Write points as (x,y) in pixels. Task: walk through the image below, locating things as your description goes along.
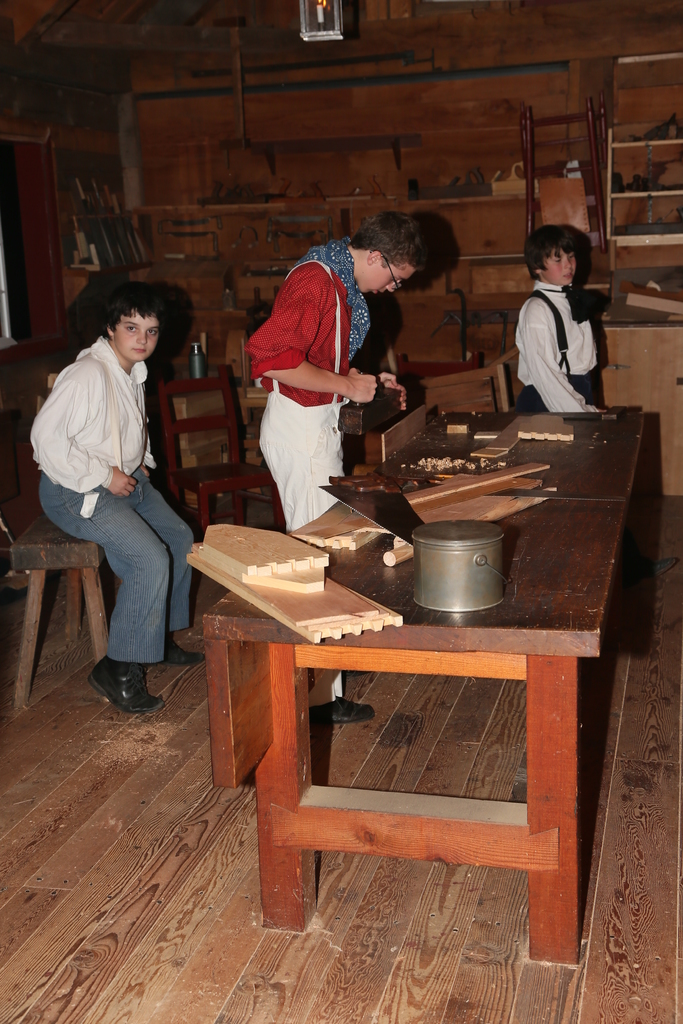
In this image i can see 3 persons (273,349) around a table (375,578). On the table (384,572) i can see few pieces of wood (349,519) and a container (456,563). In the background (209,291) i can see few objects (107,227), the wall (346,136) and a lamp (338,30).
